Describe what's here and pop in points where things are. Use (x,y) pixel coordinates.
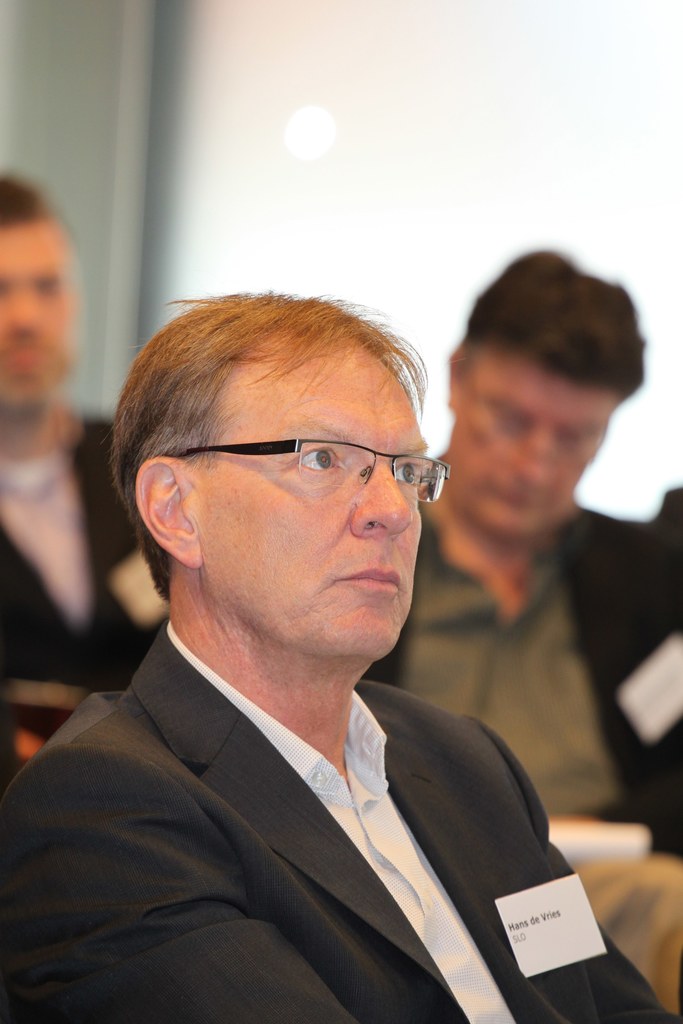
In this image there are people (413,767) sitting on chairs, in the background (583,138) it is blurred.
